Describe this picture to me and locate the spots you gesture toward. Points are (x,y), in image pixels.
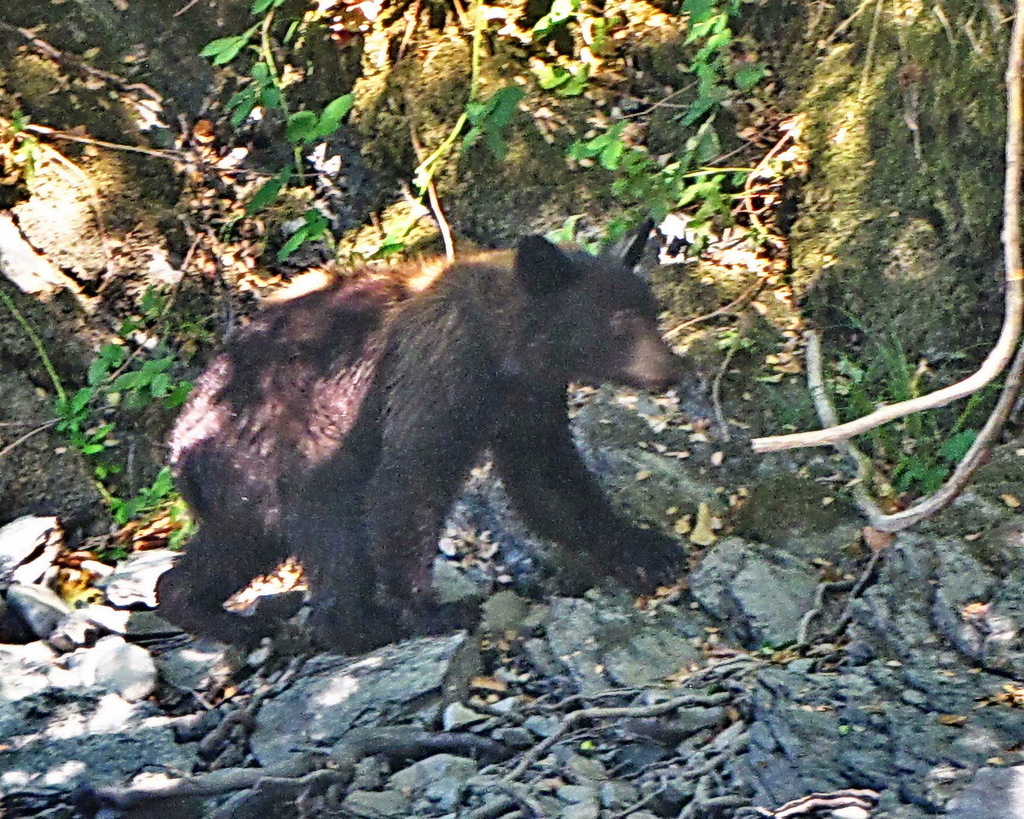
In this image in the center (363,309) there is an animal (374,538), at the bottom (963,595) there are some stones (759,636), dry grass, wooden sticks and scrap (63,560). And in the background (841,64) there are some plants (661,175) and sand (766,233).
